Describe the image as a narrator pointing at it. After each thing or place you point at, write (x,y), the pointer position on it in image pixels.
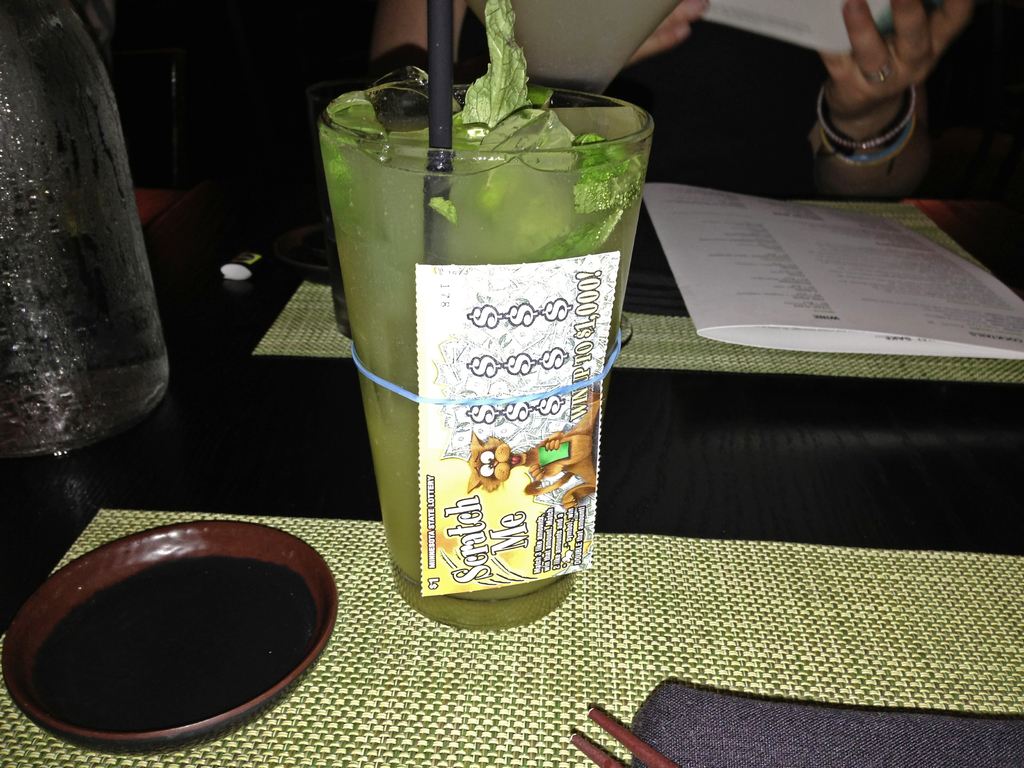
In this image there is a plate (31,713), papers (863,235), glass of juice (358,118), book (899,257), bottle (51,302) and a few other objects (717,641) on top of the table (928,518), in front of that there is a person (390,23) sitting and holding a paper (823,23). The background (292,80) is dark.
